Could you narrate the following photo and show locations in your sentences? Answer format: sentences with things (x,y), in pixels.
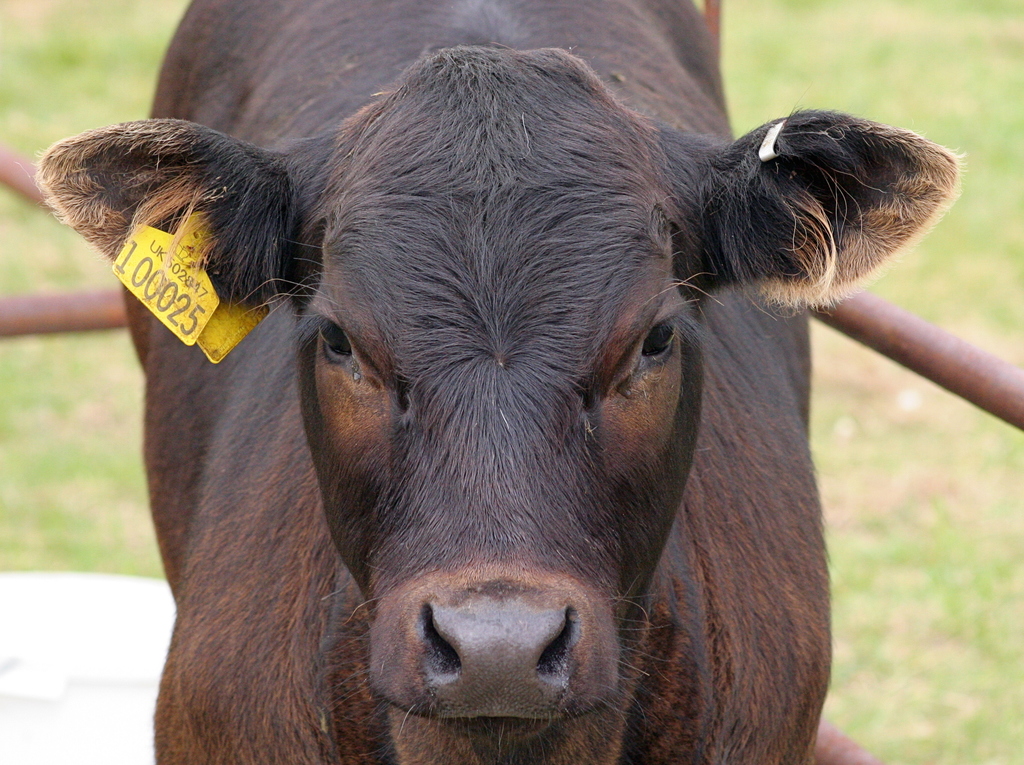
As we can see in the image there is a brown color cow (558,433) and grass (935,462).
